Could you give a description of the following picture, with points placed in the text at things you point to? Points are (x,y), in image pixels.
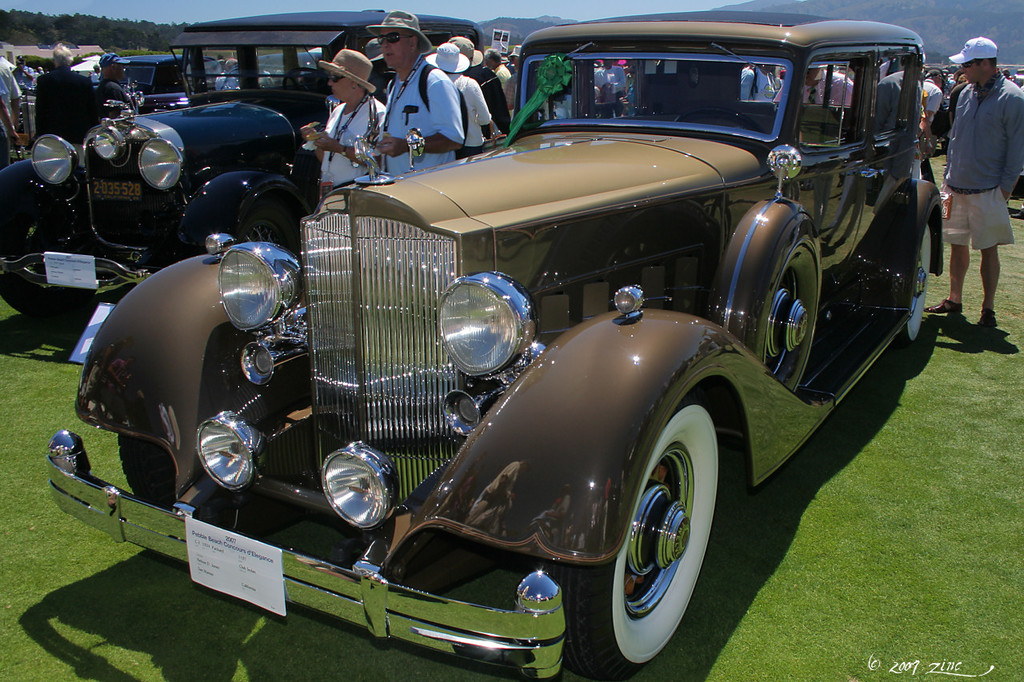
In this image we can see a group of cars (693,276) parked on the ground (801,585). In the background (957,160), we can see a group of people (429,119) wearing hats (988,52) are standing on the ground (845,578), mountains (999,26) and the sky (190,7).
